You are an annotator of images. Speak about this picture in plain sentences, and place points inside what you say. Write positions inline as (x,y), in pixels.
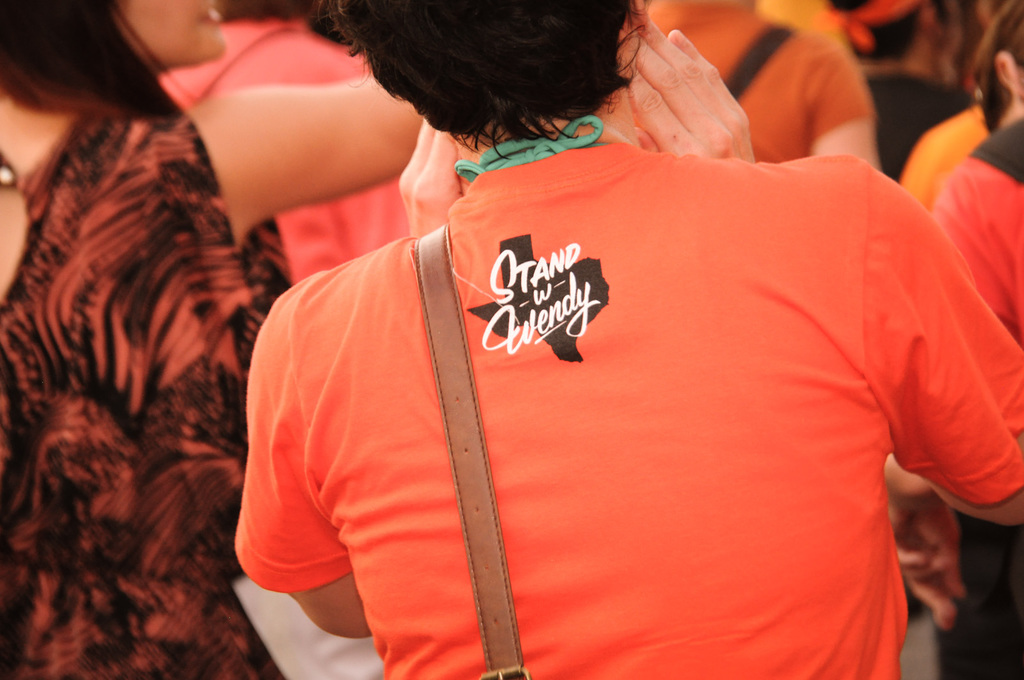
There are people (121,306) and we can see strap (488,545) on this person (497,281).
